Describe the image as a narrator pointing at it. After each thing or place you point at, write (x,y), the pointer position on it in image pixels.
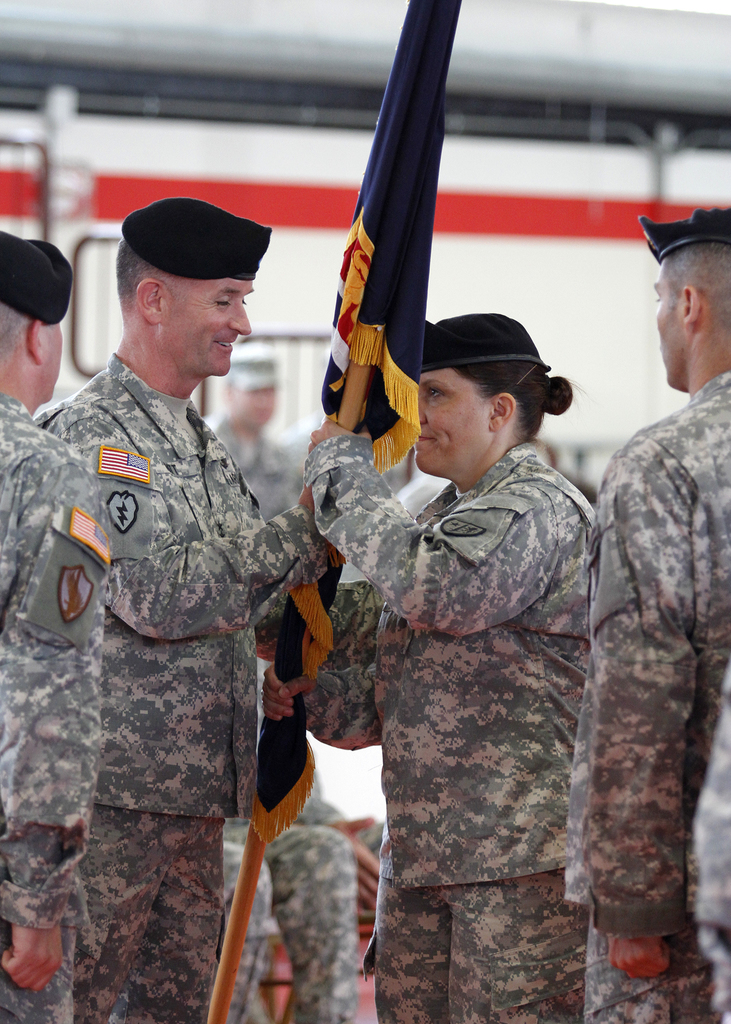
In the middle of the picture (262,553), the man (204,624) and the woman (368,714) in uniform (248,582) are holding a blue color flag (364,416) in their hands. Behind them, we see a vehicle (438,249) in white color. On either side of the picture, we see two men (579,736) standing.
